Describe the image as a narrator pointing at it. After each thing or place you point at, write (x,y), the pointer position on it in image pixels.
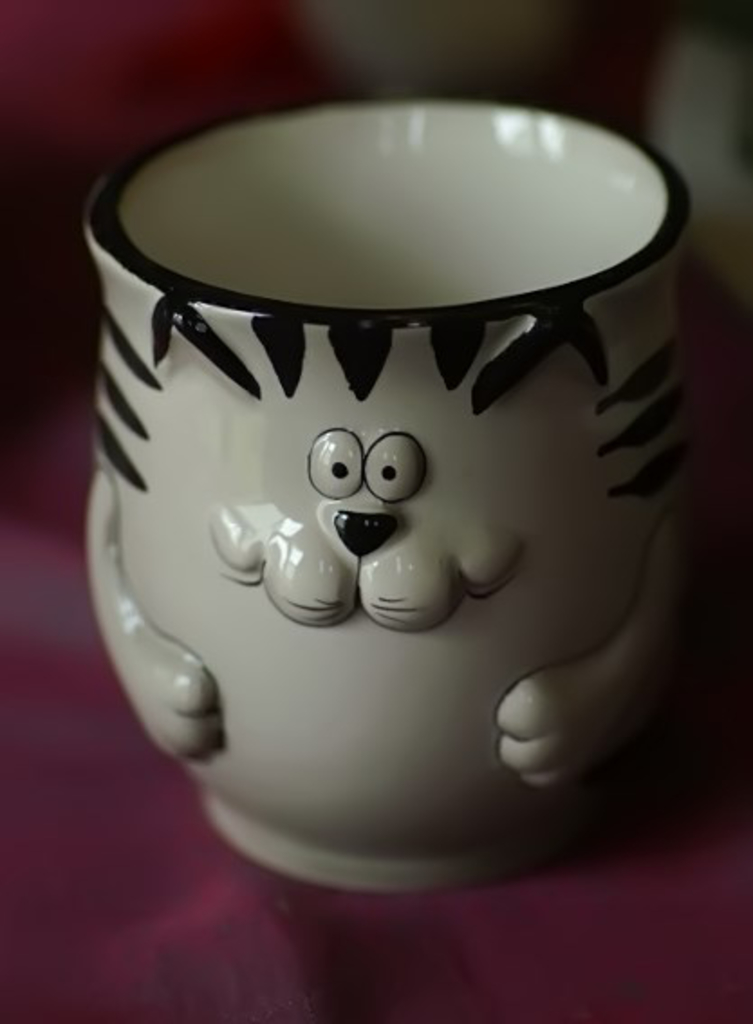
In this picture we can see a cup (369,699) here, there is a blurry background (194,70) here.
